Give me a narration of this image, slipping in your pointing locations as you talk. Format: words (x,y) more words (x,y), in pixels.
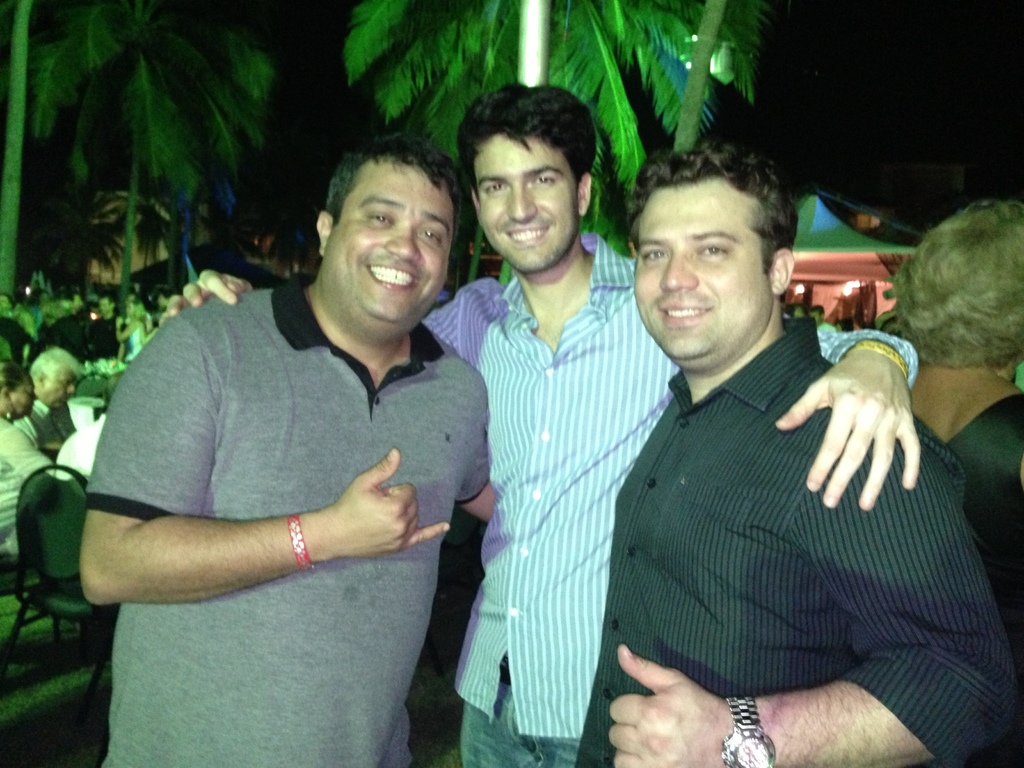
In this image we can see a few people (362,496), among them some are standing and some people (50,389) are sitting on the chairs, in the background (856,246) we can see some buildings (884,237) and trees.
